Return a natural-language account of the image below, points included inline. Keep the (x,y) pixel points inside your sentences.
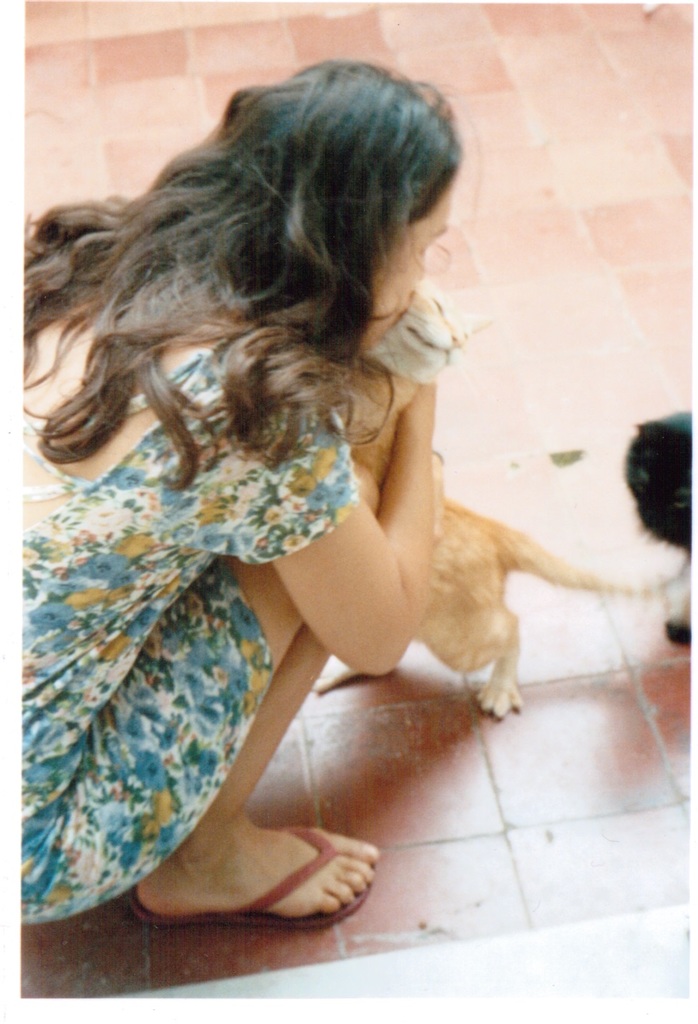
In the foreground of this image (249,464), there is a woman (256,782) squatting on the floor (443,812) and kissing a cat (382,392). On the right (669,501), there is another cat (669,501) on the floor (590,276).
